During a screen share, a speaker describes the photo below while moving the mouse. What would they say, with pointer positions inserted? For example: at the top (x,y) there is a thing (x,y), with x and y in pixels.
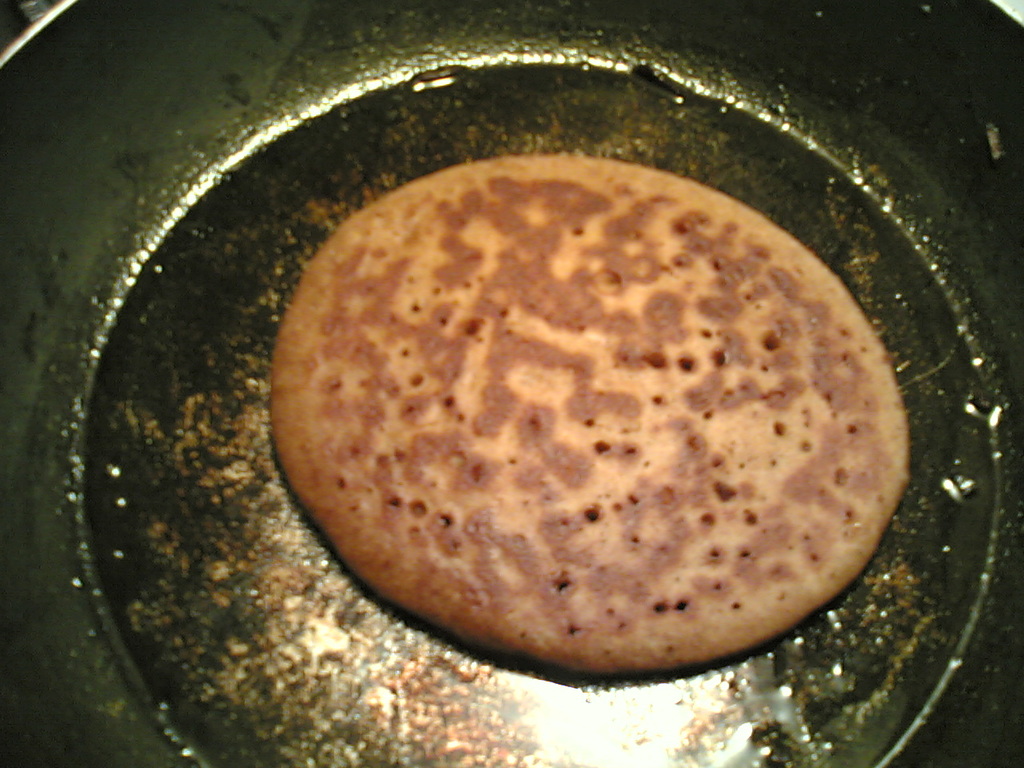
In this picture I can see some food (556,310) in the pan (573,50).
